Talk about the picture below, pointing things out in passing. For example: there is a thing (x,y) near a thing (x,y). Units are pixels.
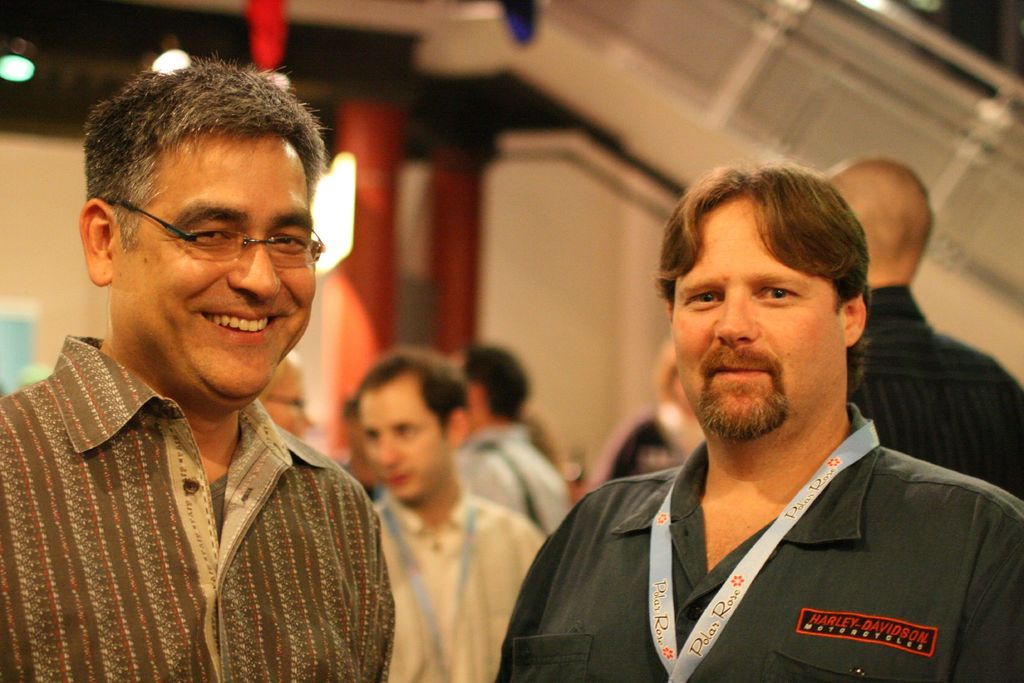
In this image, on the right side (1014,585) and left side (336,586), we can see two men (277,586). In the background (446,416), we can see a group of people (454,410), pillars (464,324) staircase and a wall (60,287).
